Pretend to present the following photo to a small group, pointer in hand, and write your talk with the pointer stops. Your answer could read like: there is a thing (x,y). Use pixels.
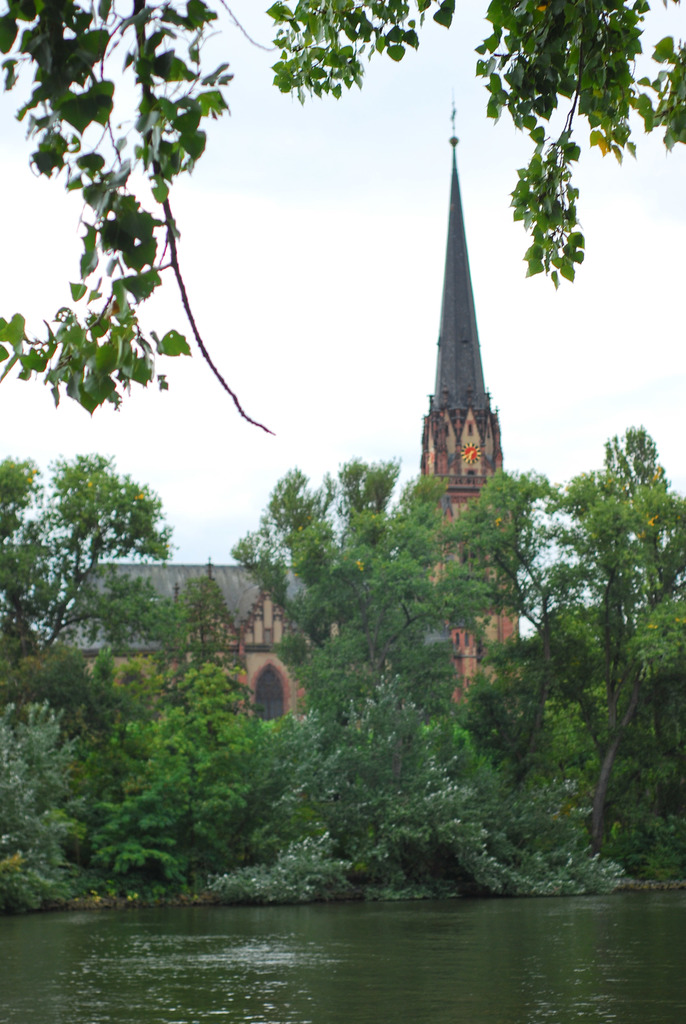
In this picture I can observe some trees (322,772). In the bottom of the picture (337,960) I can observe a lake (348,942). In the background (475,422) I can observe a steeple (468,328) and sky (274,266).
